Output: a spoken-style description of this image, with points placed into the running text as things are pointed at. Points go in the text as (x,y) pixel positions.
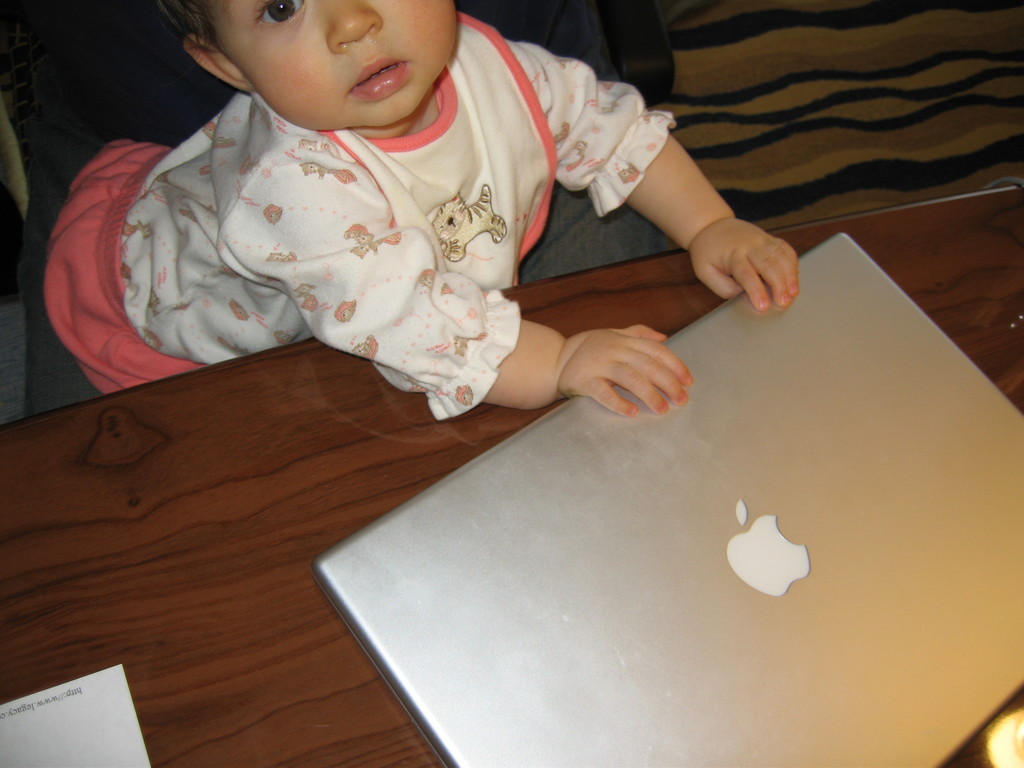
There is a baby (387,187) in white color t-shirt (347,222) on the chair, holding a laptop (584,516) which is on the table (237,522). In the background (731,110), there is a floor (856,119). On the left hand side of the image (67,705), there is a paper (61,725).
